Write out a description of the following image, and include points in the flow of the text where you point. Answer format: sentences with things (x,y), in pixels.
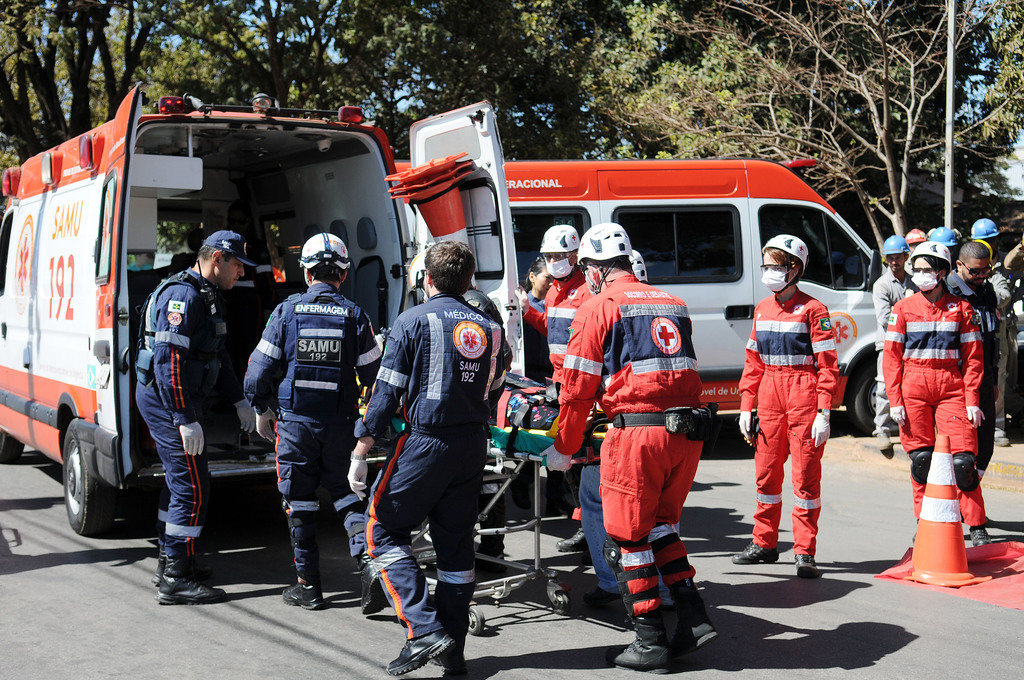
In this image we can see people (654,458), vehicles (697,357), stretcher (518,380), and a traffic cone (930,507) on the road (831,662). In the background (1015,72) there are trees (697,88).
